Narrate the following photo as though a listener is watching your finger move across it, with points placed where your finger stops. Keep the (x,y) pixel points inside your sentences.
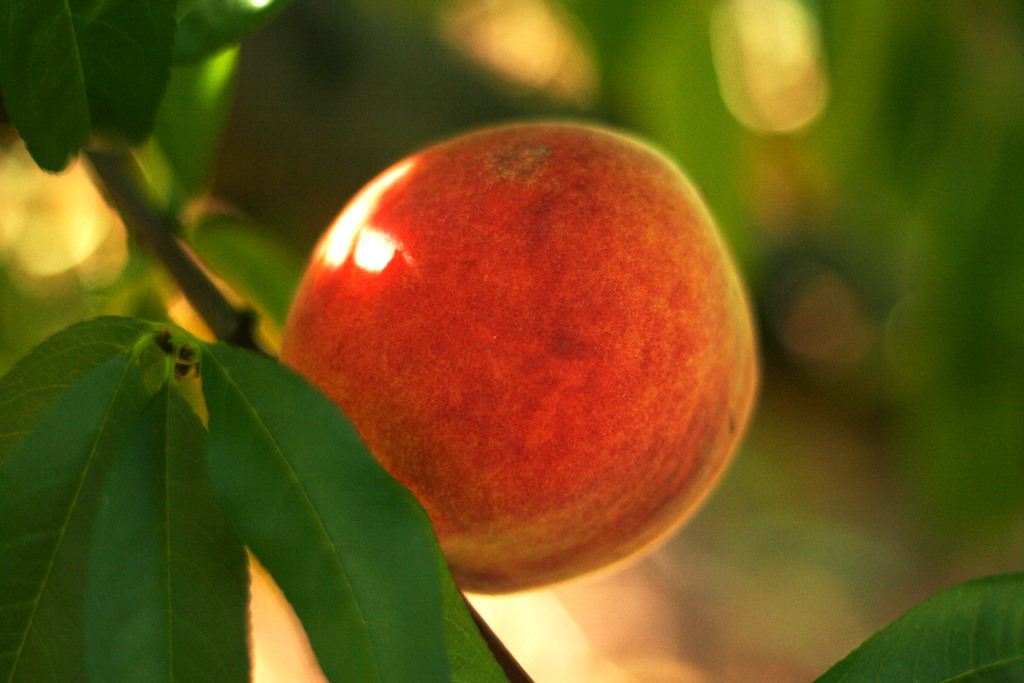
In this image in the foreground (432,258) there is a fruit (518,558), and the background (924,473) is blurred.
